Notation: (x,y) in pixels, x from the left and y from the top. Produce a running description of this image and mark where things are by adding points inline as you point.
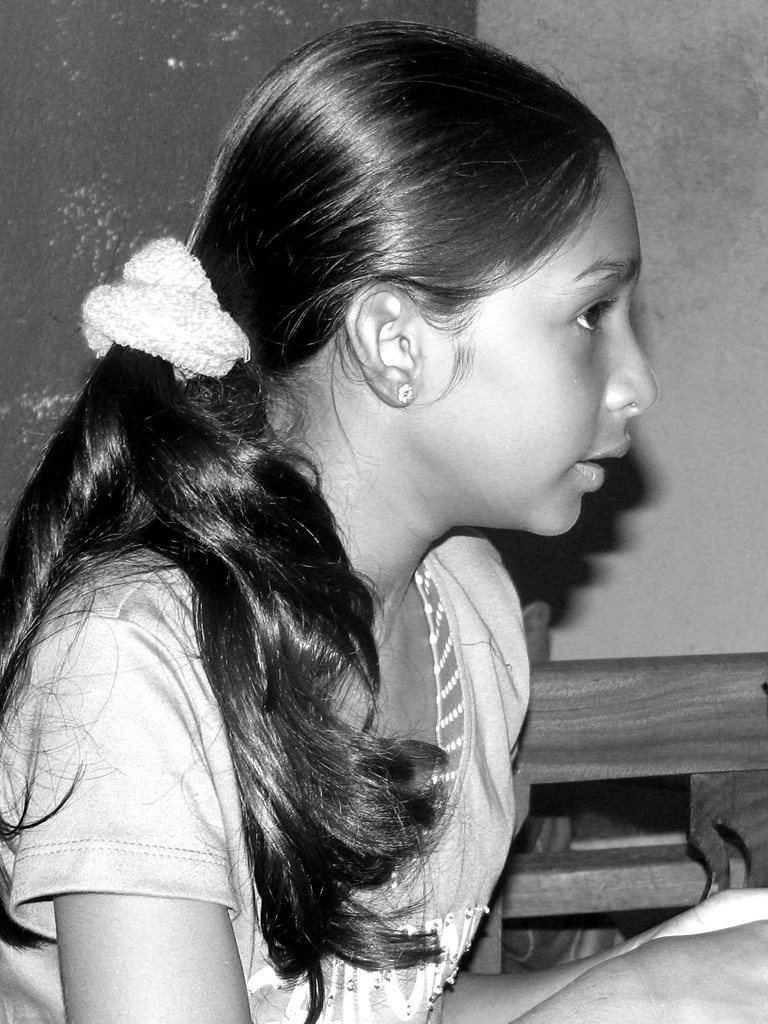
In this image we can see a black and white image. In this image we can see a person (299,390). In the background of the image (731,308) there is a wall (729,35), wooden object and an object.
